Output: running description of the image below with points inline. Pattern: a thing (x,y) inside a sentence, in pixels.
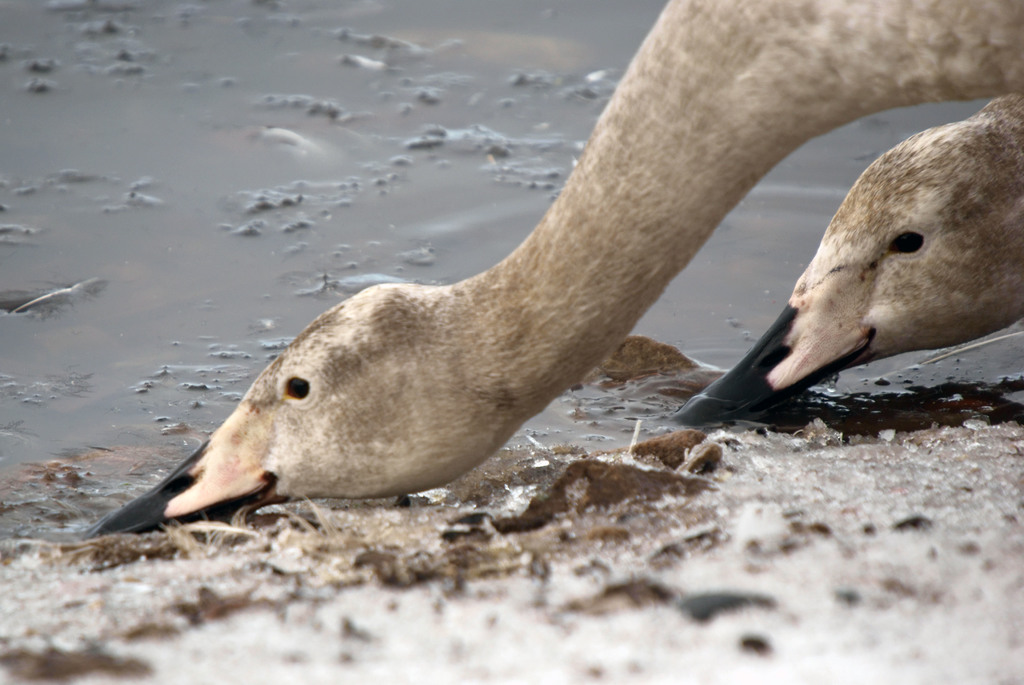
In this picture there are two swans (622,147) in the image and there is water (235,364) in the image.
